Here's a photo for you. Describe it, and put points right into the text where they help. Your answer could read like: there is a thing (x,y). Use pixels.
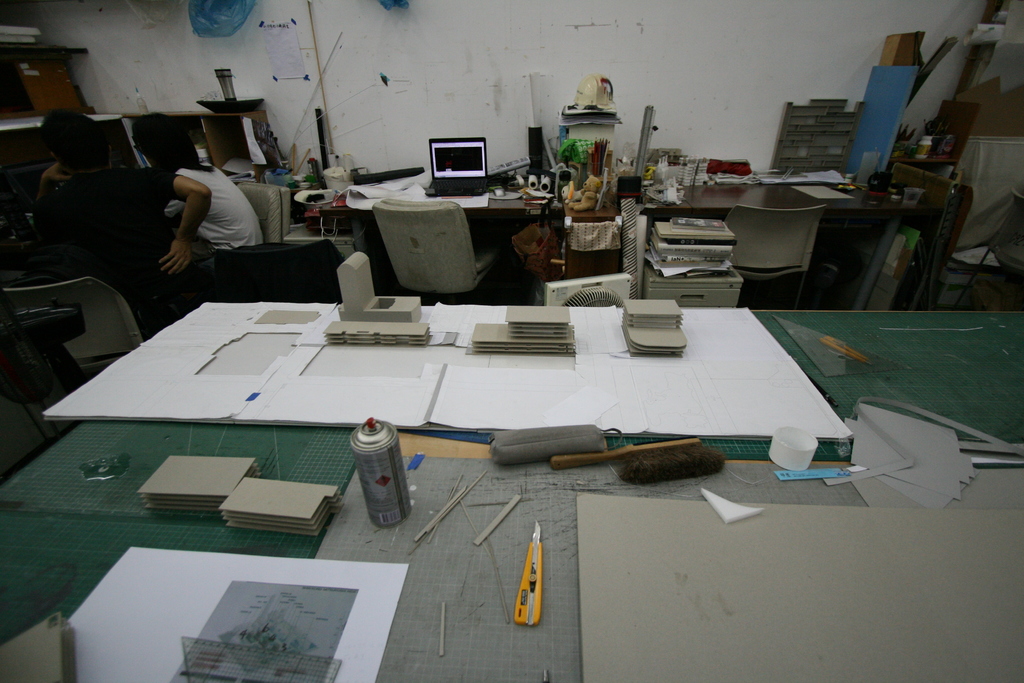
This picture is of inside the room (970,374). In the foreground (934,366) there is a table (930,339) on the top of which paper sheets (422,386), cardboard (969,546), brush (639,465), bottle (404,483) and some other geometrical instruments (802,338) are placed, behind that there is another table (704,190) on the top (732,193) of which laptop (463,171) and many other items (522,172) are placed and there are two chairs (772,239), books (716,255). On the left corner (162,190) there are two persons (159,215) sitting on the chairs (265,222). In the background (515,33) we can see a wall (584,30) and some other items (973,96) in the right corner (922,123).
